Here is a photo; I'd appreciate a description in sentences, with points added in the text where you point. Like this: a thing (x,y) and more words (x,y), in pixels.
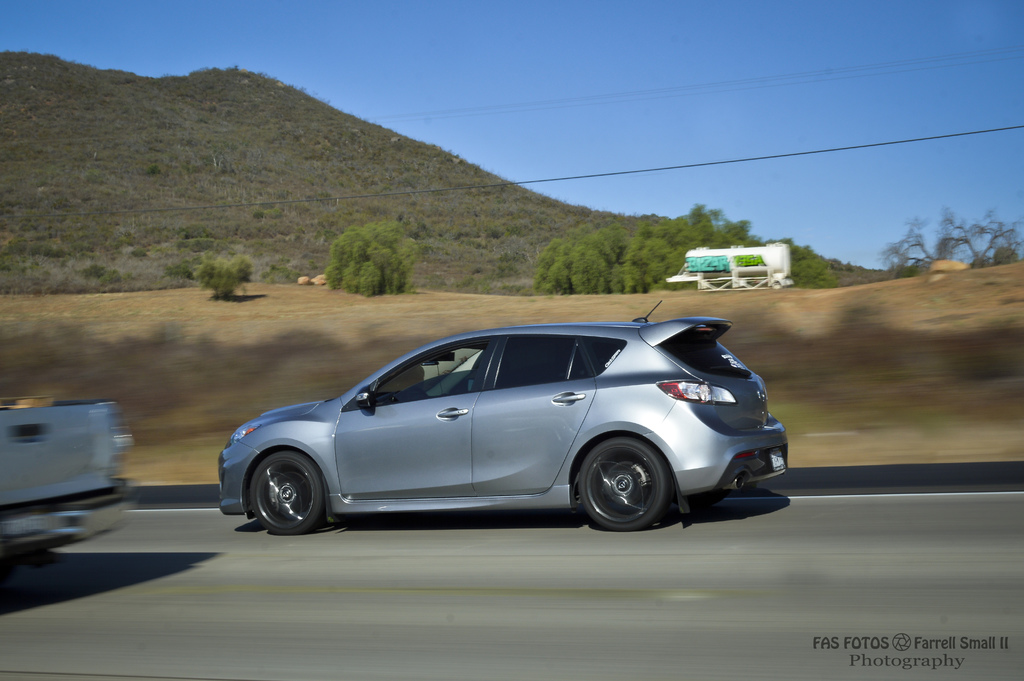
In the image there is a car (554,466) and behind the car (459,377) there are few trees (655,233) and a mountain (350,176), the picture is captured while the vehicle (510,499) is in motion.
